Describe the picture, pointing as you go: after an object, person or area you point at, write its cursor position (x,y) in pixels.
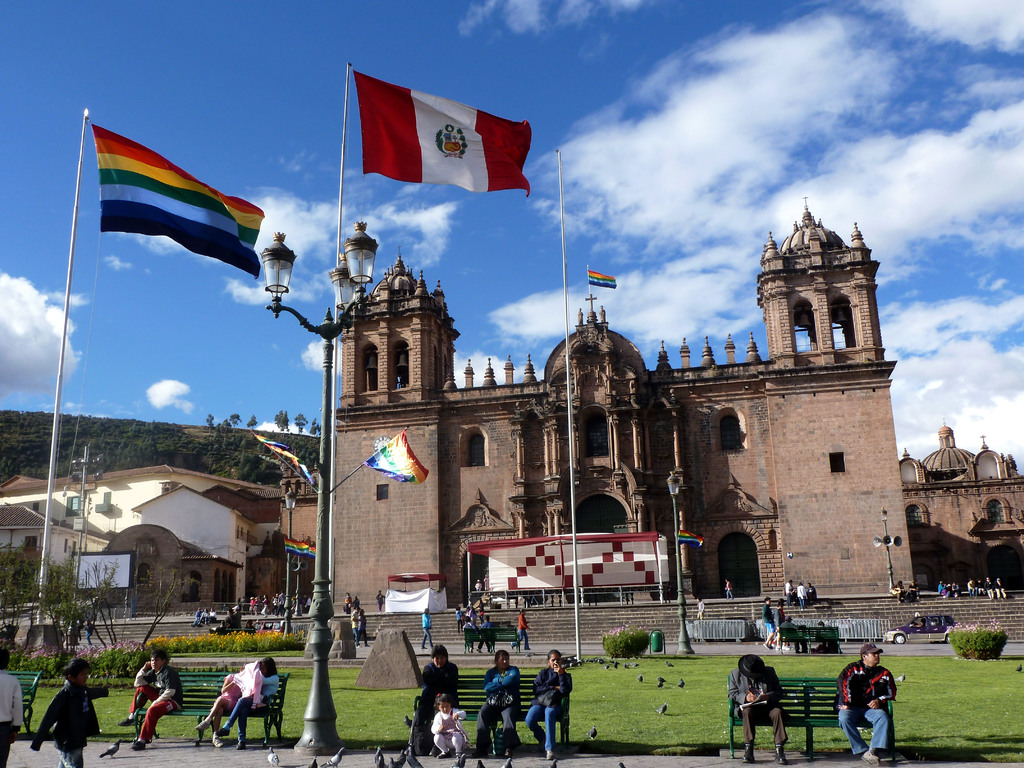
In the foreground (518,705) I can see a group of people (857,703) are sitting on the benches (562,714) and flocks of birds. In the background (618,651) I can see grass (660,660), plants (632,653), flag poles (57,449), buildings (540,464), fence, a crowd (699,601), trees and the sky (287,137). This image is taken may be during a day.
